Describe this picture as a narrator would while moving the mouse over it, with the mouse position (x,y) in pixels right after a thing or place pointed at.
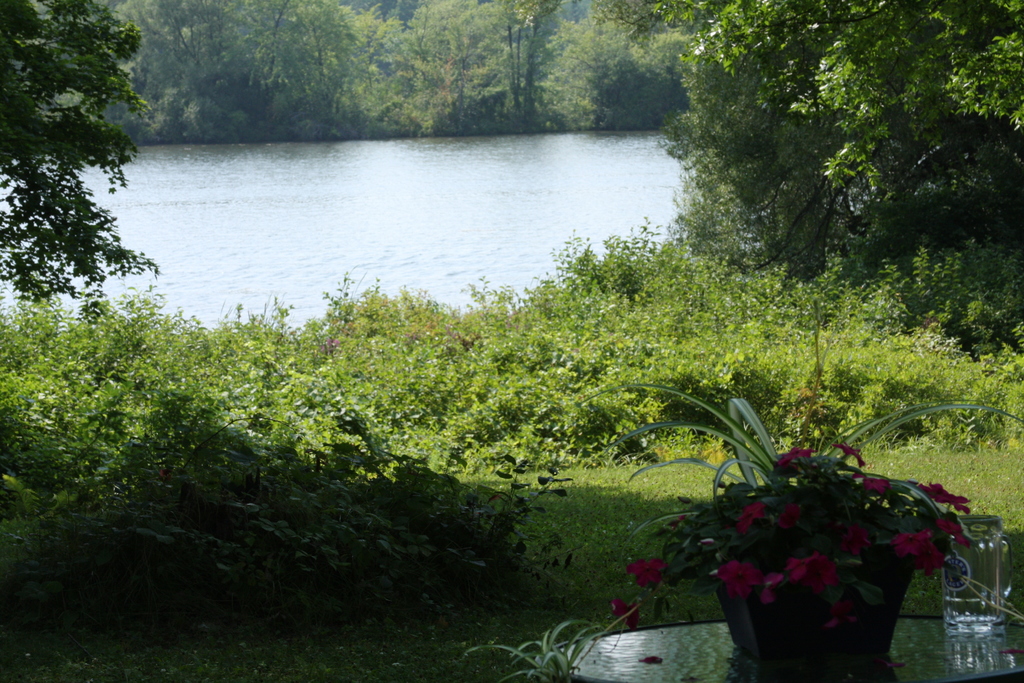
In the right bottom of the picture (726,625), we see a table (730,646) on which glass jar (944,576) and a flower pot (896,557) are placed. At the bottom of the picture (425,609), we see the grass (433,641) and herbs (339,412). On either side of the picture, we see trees (760,200). In the middle of the picture (351,249), we see water (277,191) and this water (285,213) might be in the pond (391,214). There are trees (282,57) in the background (526,128).
